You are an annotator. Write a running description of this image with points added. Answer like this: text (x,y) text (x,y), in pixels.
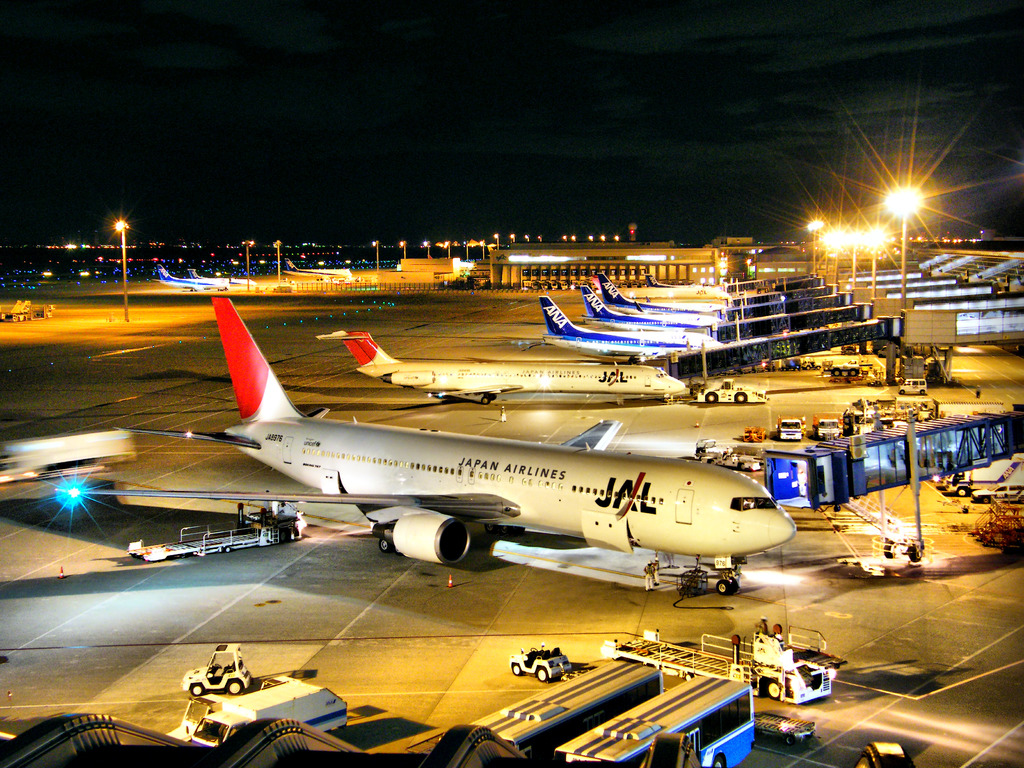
This image is taken outdoors. At the top of the image (290,131) there is the sky (183,94). The sky (352,119) is dark. In the background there are a few poles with lights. There are a few cabins (682,272). At the bottom of the image (615,728) there are two buses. In the middle of the image (491,385) there are many planes (512,375) on the floor (224,564) and there are a few vehicles (284,679) parked on the floor (839,693) and a few are moving. There are many trolleys (235,539) on the floor (788,446).
